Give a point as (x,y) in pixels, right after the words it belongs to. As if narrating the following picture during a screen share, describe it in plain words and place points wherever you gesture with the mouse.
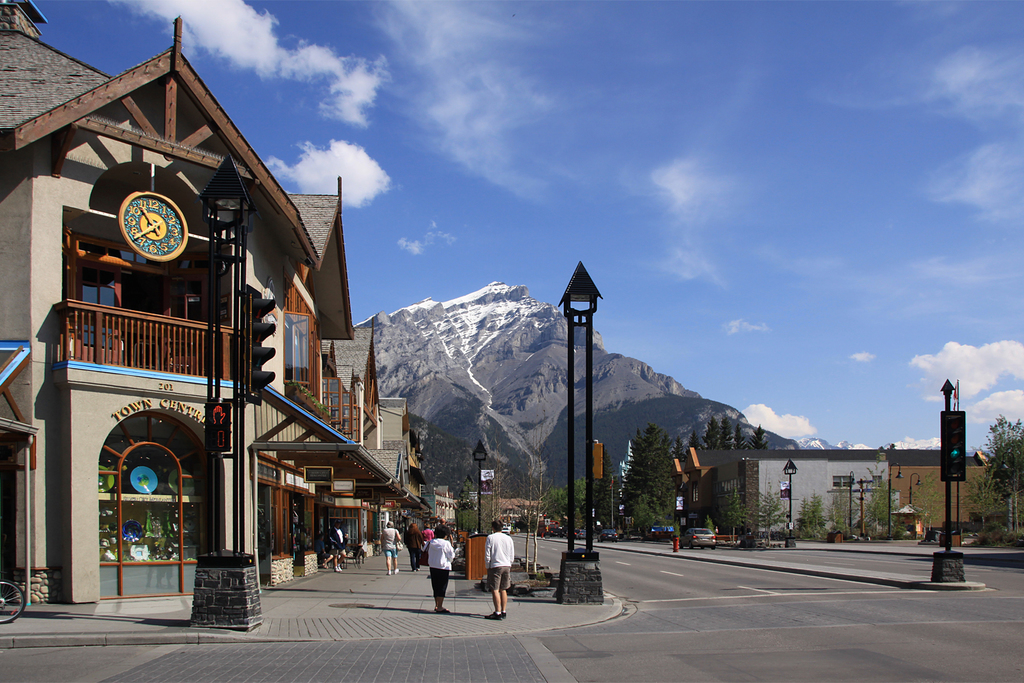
This is the picture of a place where we have a building (116,309) to which there is a clock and a fencing (199,331) and around there are some poles (210,303), trees (733,515), people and some other things (829,503) around.
